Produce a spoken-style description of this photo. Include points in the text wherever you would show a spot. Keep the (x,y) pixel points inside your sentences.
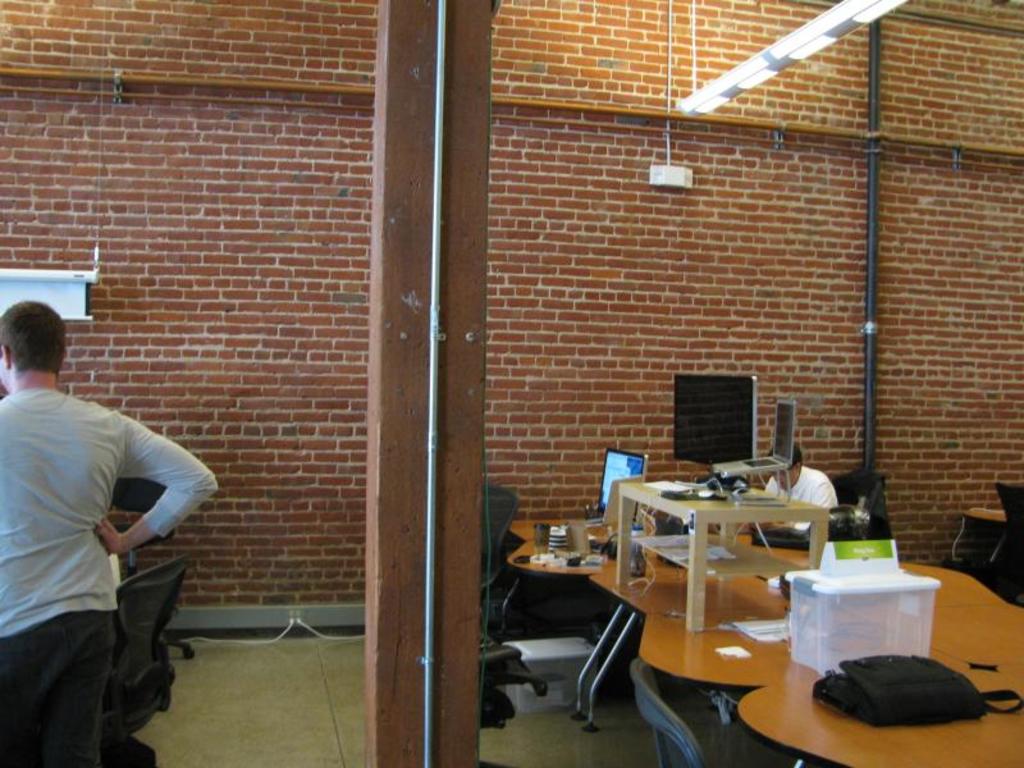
In this picture we can see on left side (37,467) man (42,466) standing and on right side (801,492) man (799,475) sitting on chair (863,486) and in front of them there is table (725,582) and on table (678,614) we can see bag (864,668), box (861,580), monitor (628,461), glass (638,540), table (673,504) and in background (591,349) we can see wall (501,259), pillar (442,547), pipe (438,189), light (895,2).
